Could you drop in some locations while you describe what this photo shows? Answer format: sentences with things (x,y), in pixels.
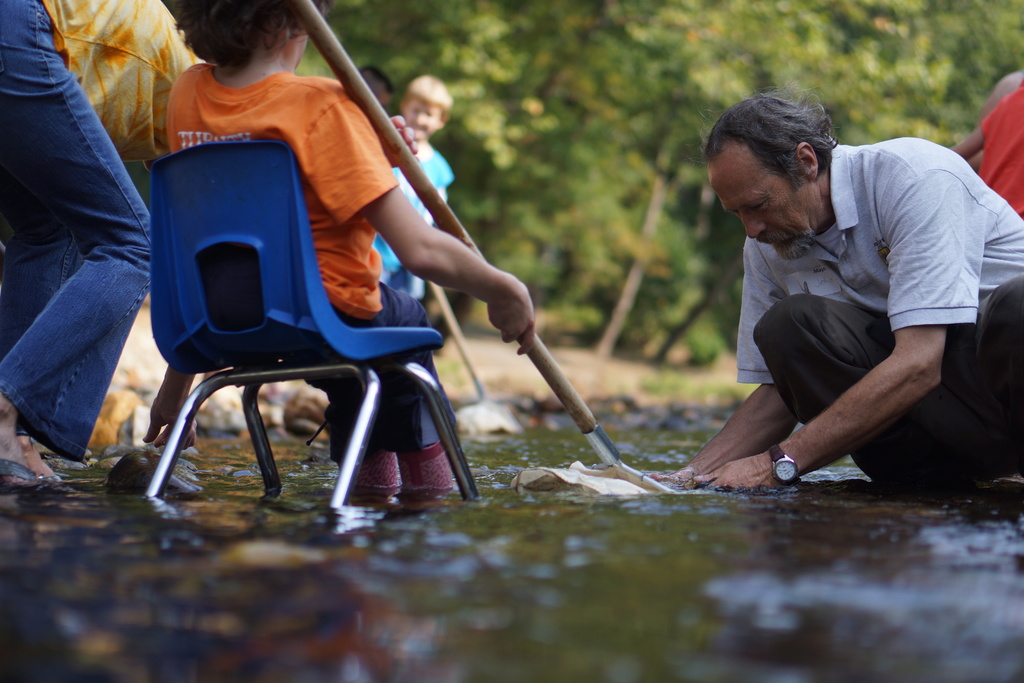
In this image there are group of people (399,193), here the man (799,194) is sitting and doing some work, the child (350,163) is sitting on the chair (306,279) and holding a stick (446,215), at the back ground (567,108) there is a tree (640,70).
